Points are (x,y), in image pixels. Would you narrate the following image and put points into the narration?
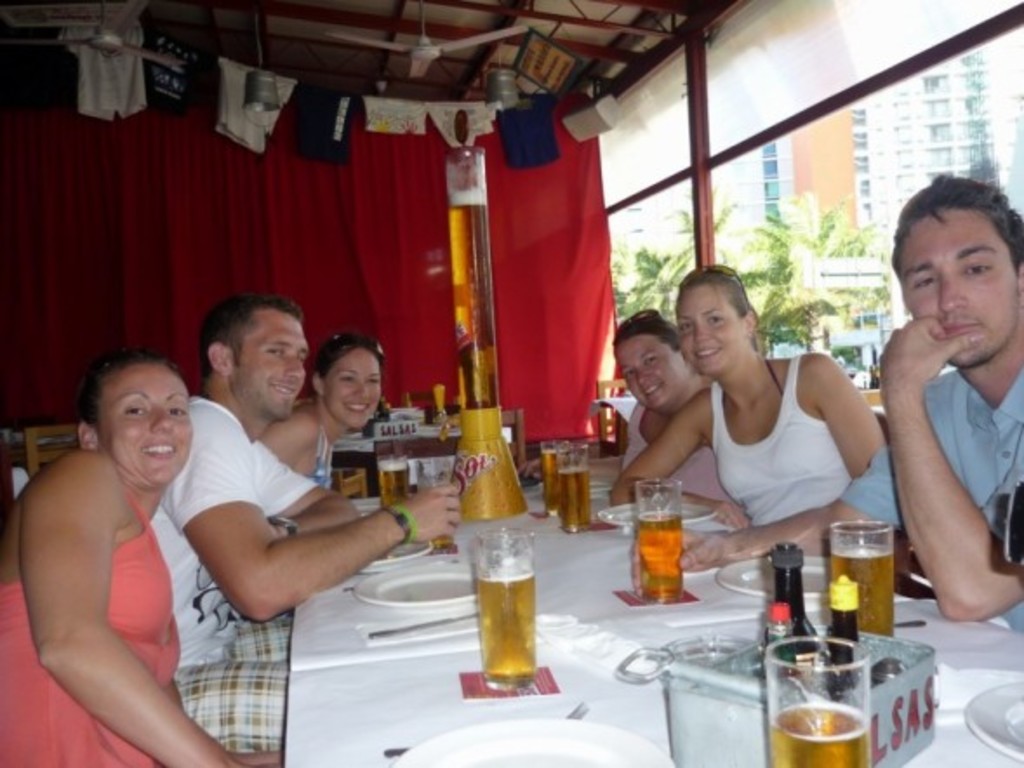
In this image we can see a group of people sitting on the chairs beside a table (626,563) containing some glasses (664,572), plates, spoons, some bottles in a container (745,743) and a cylindrical container (490,315) with some liquid (465,272) inside it. On the backside (571,284) we can see a curtain (447,319), lamps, some clothes (231,115) on a rope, a board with some text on it and some ceiling fans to a roof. On the right side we can see a building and some trees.
